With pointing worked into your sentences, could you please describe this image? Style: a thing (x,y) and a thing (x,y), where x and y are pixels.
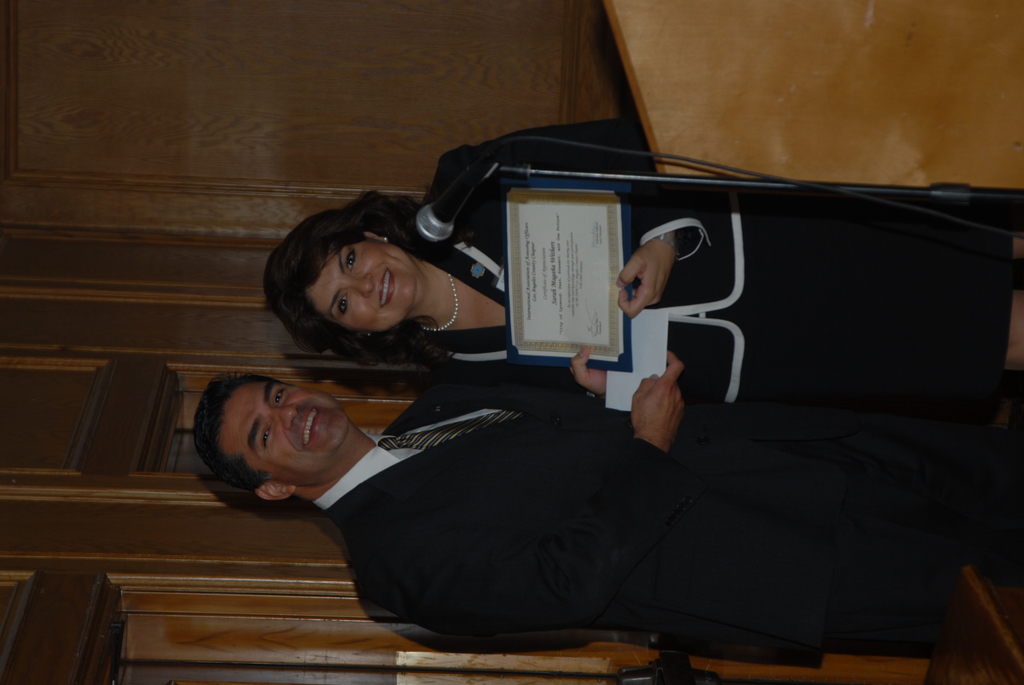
In this image there is one man (569,434) and one woman (907,376) and smiling and they are holding some photo frames (521,291), and in front of them there is a mike (453,208). And in the background (98,366) there is a door (127,487), wooden wall (127,487) and on the right side of the image (698,91) there is a wooden board (717,94).
